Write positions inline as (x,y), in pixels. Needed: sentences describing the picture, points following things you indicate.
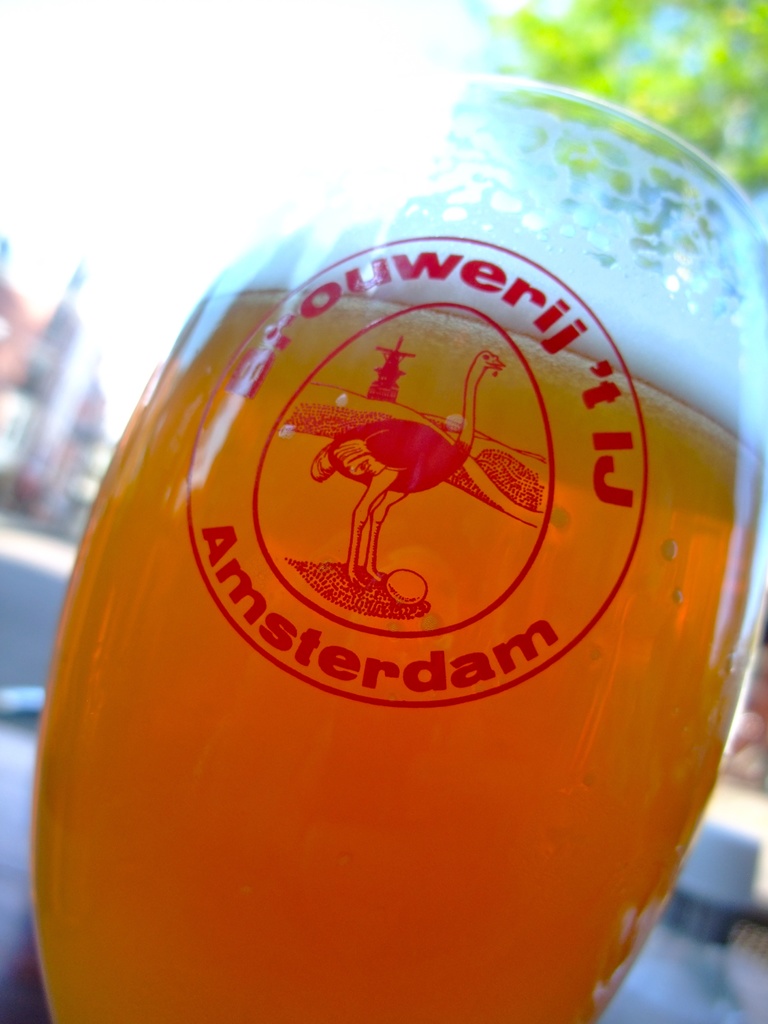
In this image I can see a beer glass (279,556) with orange colored liquid (286,716) in it. In the background (48,589) I can see the road (15,583), few buildings (61,509), the sky (163,194) and a tree (731,62).
